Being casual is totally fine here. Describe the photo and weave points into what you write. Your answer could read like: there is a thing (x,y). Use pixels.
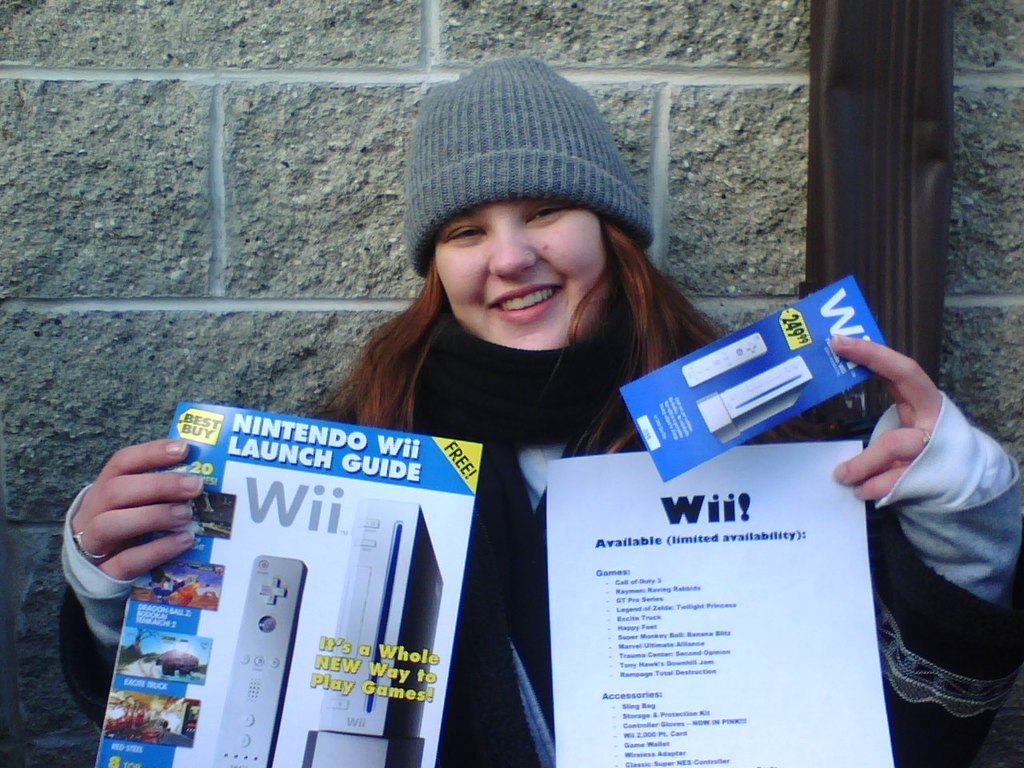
In this image, we can see a person (522,535) holding some objects (638,522). In the background (697,233), we can see the wall (703,57) with an object (950,75).
